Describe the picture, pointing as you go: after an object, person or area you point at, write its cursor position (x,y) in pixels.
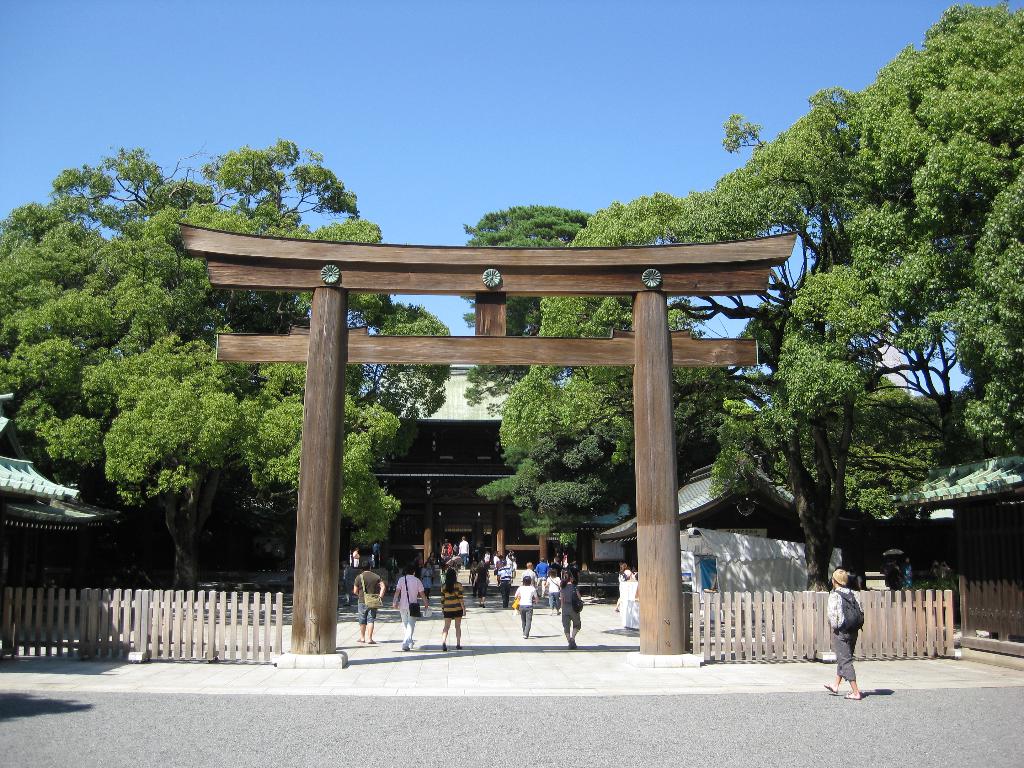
There is a person (851,669) walking on the road (879,700). In the background (907,609), there is an architecture (305,330), there is a fencing (690,608), there are persons (575,590) on the road (586,639), trees (688,383), buildings (776,532) and there is blue sky (213,61).
